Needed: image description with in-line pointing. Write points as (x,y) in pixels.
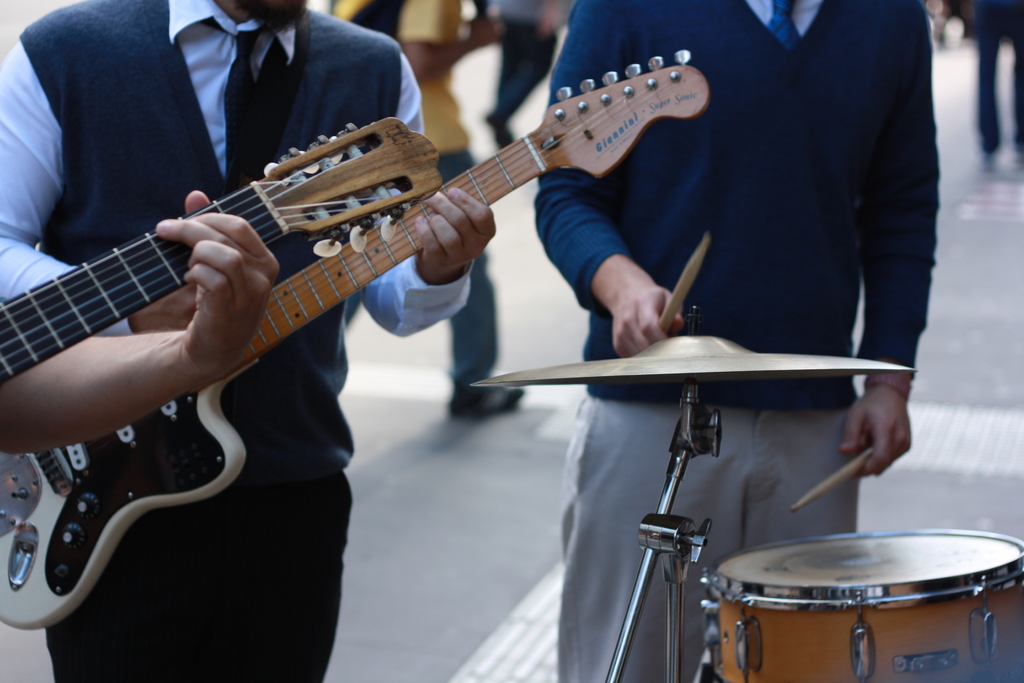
In this picture we can see in front (747,111) two persons (775,249) playing musical instruments (319,274) such as guitar (178,427), drums (906,537) and in the background (479,28) we can see persons (455,50) walking on road (475,126).
